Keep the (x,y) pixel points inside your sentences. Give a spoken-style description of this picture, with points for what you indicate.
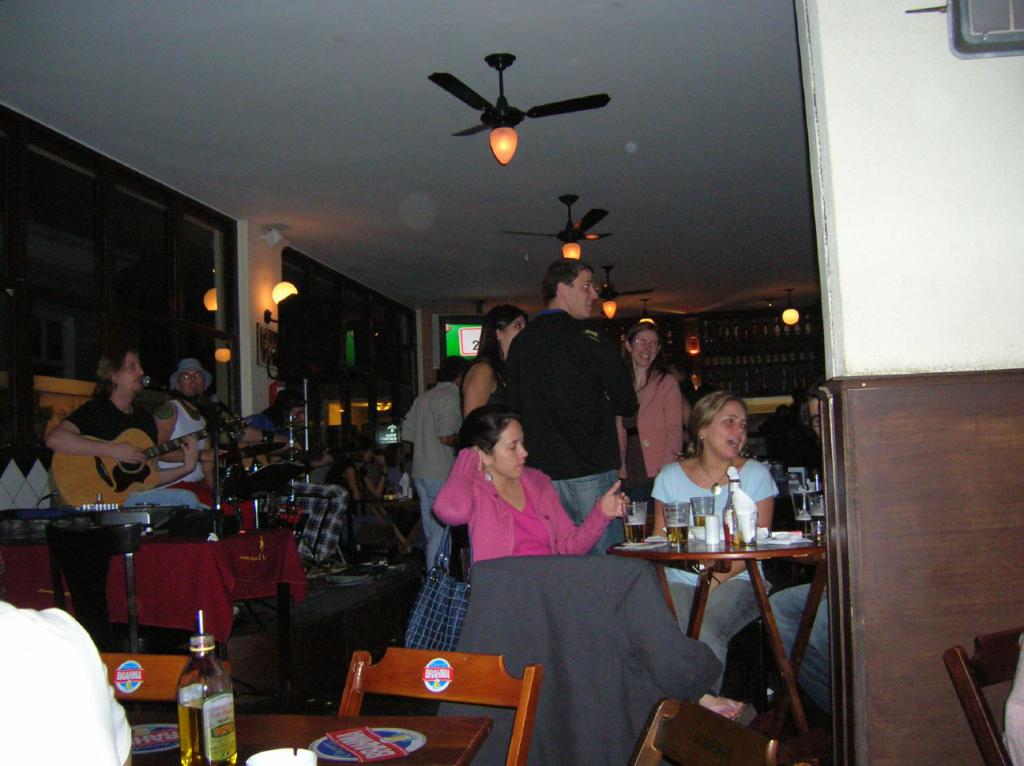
There is a group of people (534,476). There is a room (674,492). Some people (670,475) are sitting and some people (563,366) are standing. There is a table (711,552). There is a bottles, glasses (677,510) on a table (286,724). We can see the background there is a fan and lights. On the left side (98,446) we have a person (145,424). His playing a guitar (88,496).
